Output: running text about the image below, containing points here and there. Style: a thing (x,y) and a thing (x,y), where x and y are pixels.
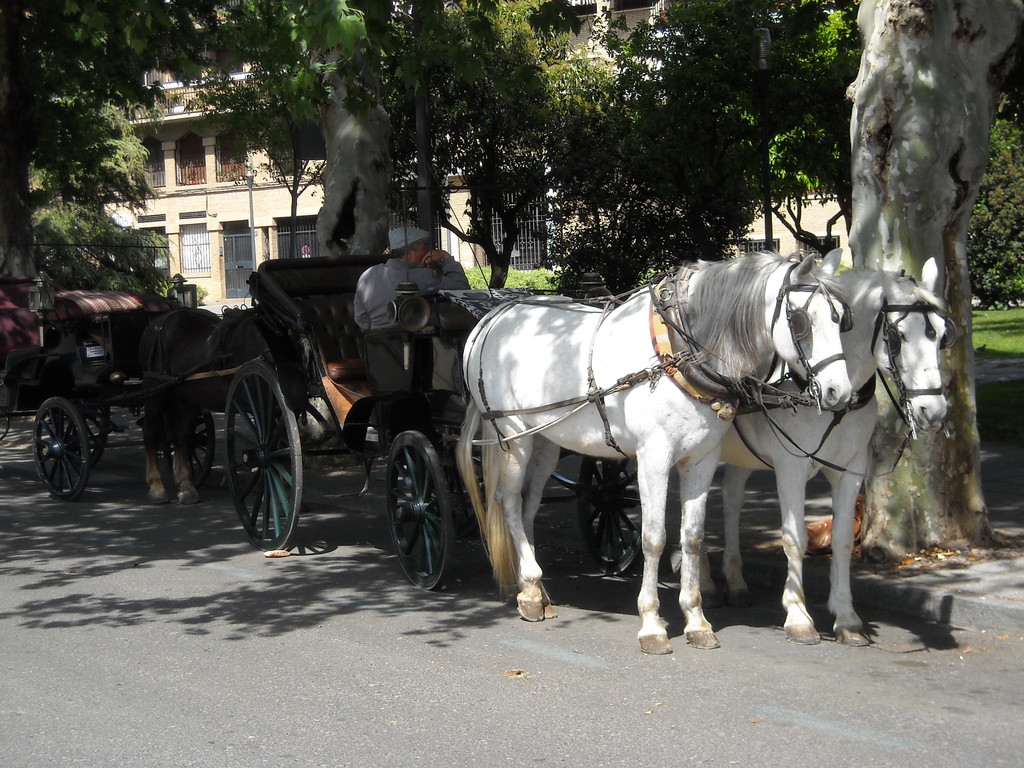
In this picture we can see carts (282,538) and horses (526,543) on the road (253,550), here we can see a person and in the background (897,250) we can see plants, trees (897,232), grass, building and some objects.
